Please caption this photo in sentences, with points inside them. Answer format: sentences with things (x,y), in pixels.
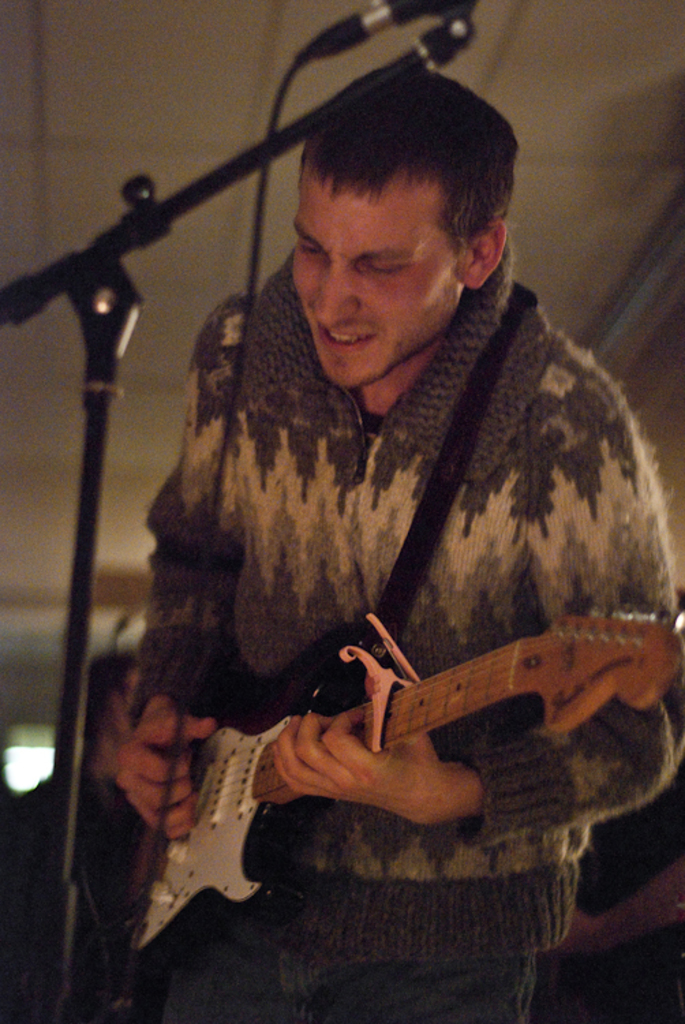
In the center of the image (288,469) there is a man (365,763) standing. He is playing a guitar (265,853). On the left (74,798) there is a mic stand (97,454).
